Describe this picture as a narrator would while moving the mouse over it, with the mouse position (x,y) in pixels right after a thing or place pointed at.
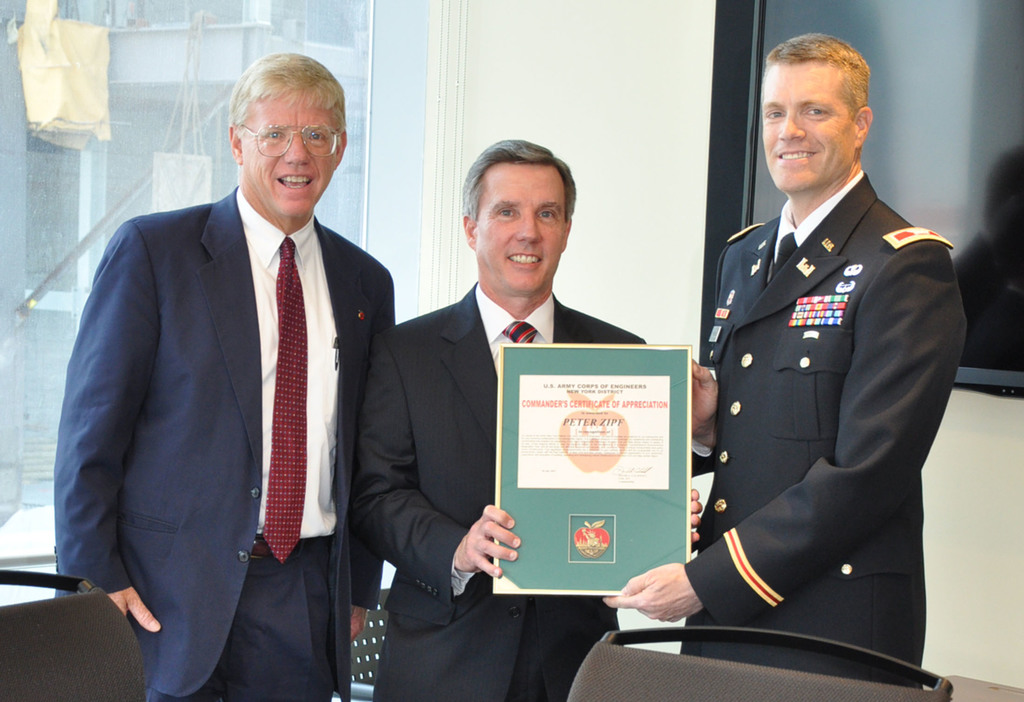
Here there are three men (285,678) standing and the right side (705,420) two men (519,330) are holding a framed certificate (617,557) with their hands (649,596). In the background (418,150) we can see glass (114,144), wall (654,41), chair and a TV (728,181) on the wall (686,297). At the bottom (87,585) we can see chairs (85,701). Through the glass (85,234) we can see ropes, metal items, cloth (99,60) and construction (57,273) of a building (141,142).
